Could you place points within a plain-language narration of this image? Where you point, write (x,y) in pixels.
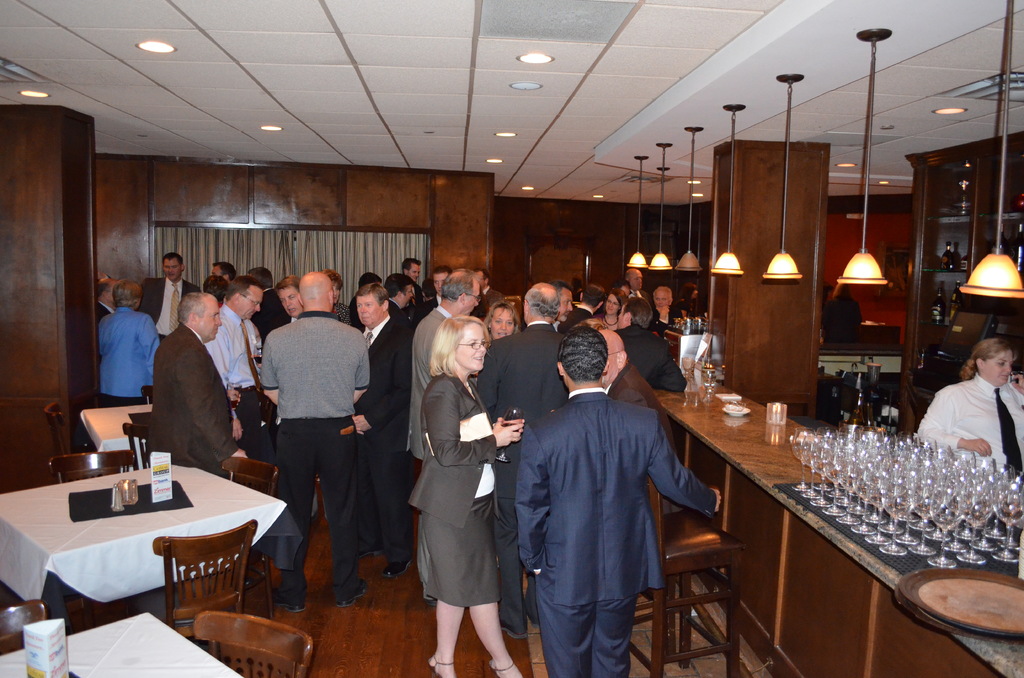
There are group of people (269,285) standing and talking to each other. These are wine glasses (906,514) placed on the desk (823,592). This is a table (105,542) covered with white cloth (221,498) with some objects (121,490) on it. These are the lamps (779,274) hanging through the rooftop (799,108).
